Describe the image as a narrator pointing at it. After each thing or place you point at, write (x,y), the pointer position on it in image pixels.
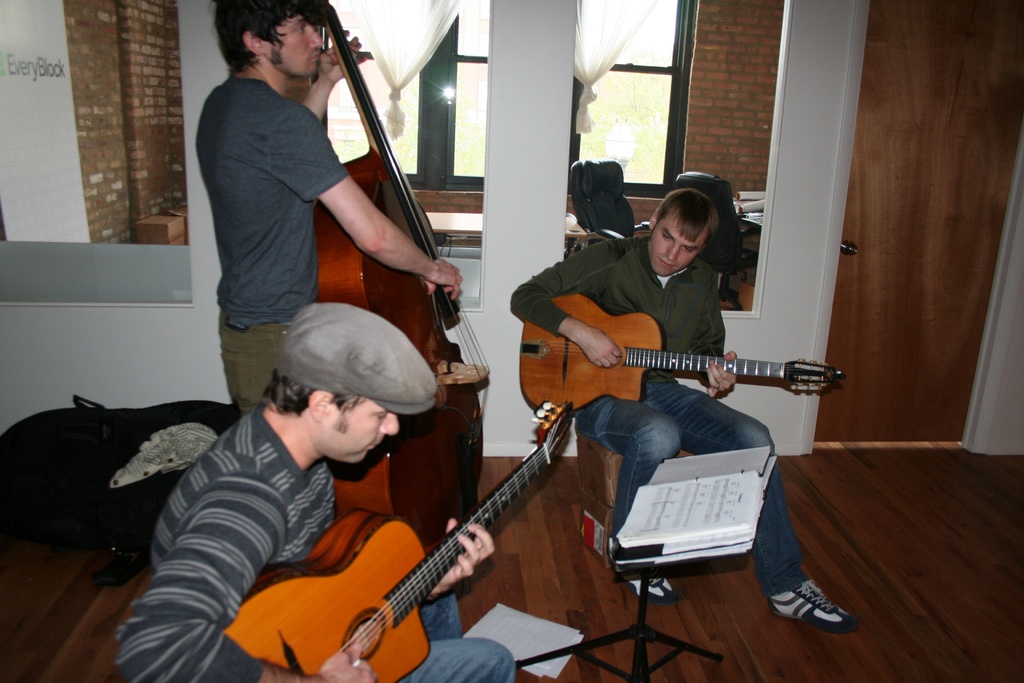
In this image there are two men (609,360) sitting and holding a guitar (608,391) in their hands (465,572), in between them a man (294,180) standing and holding a double bass (376,183) in his hands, in the background (150,29) there is a wall (803,212) to that wall (796,294) there are glass windows (164,37) and there is a door (931,331), in front of them there is a book (651,525).
